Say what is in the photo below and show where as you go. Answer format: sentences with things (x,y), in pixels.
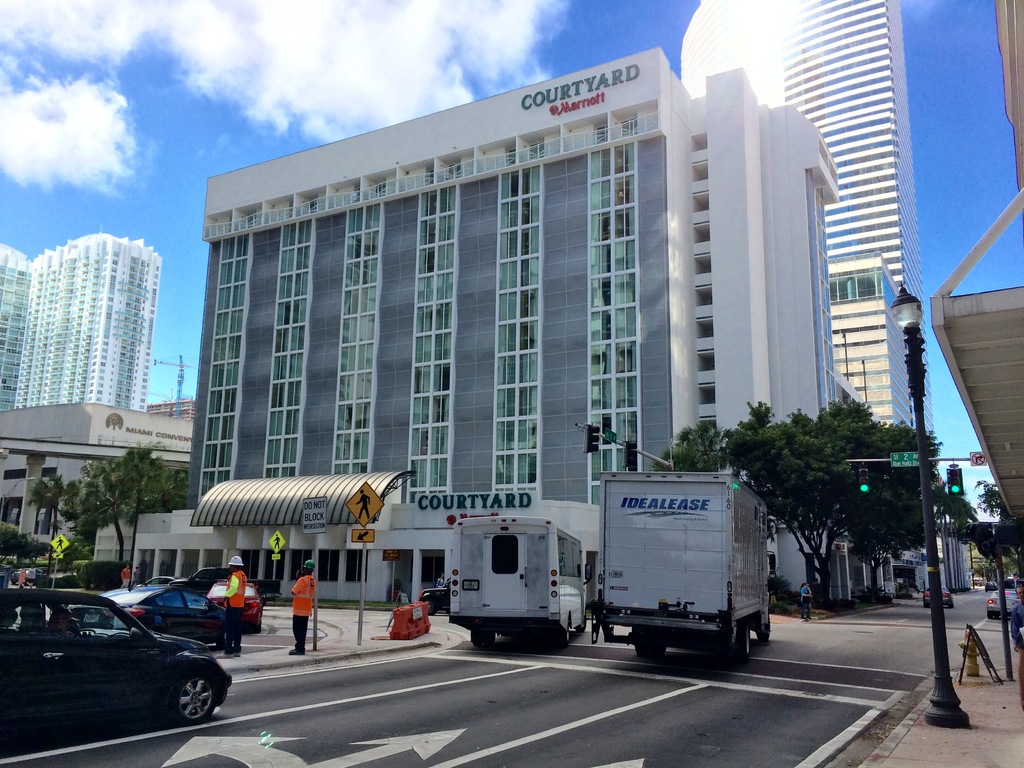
In the foreground of the picture (782,672) I can see the vehicles (754,559) on the road (146,758). There is a decorative light pole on the side of the road (974,605) and it is on the right side (932,509). I can see the caution board poles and barricade (427,610) on the side of the road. In the background (557,487), I can see the buildings (491,345) and trees (824,415). There are clouds (81,108) in the sky (150,108). I can see two men (293,651) standing on the side of the road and they are wearing the safety jacket (299,585).
